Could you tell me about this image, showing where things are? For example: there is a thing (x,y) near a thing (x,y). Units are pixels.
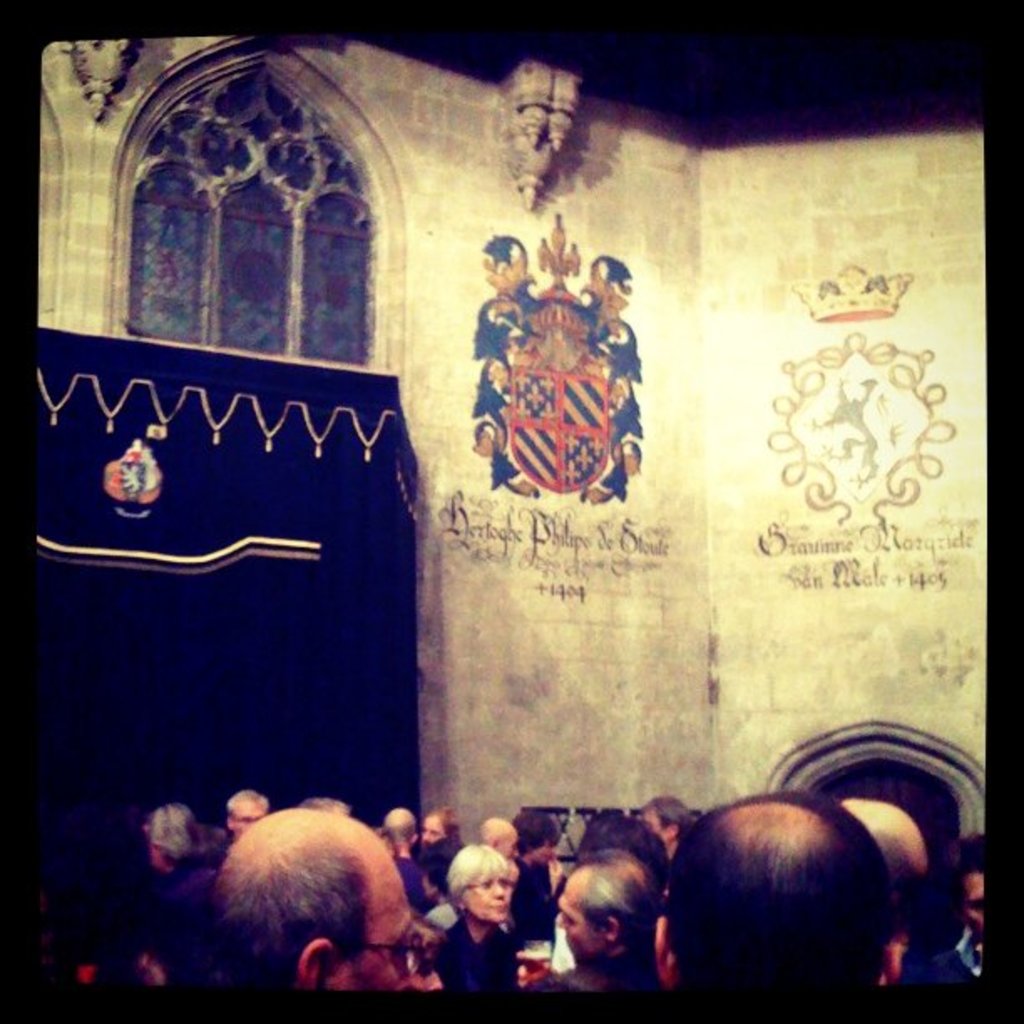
In this picture we can see a group of people (325,868) standing on the path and a person (515,957) is holding a glass (527,966) and behind the people (468,875) there is a wall (652,659).
